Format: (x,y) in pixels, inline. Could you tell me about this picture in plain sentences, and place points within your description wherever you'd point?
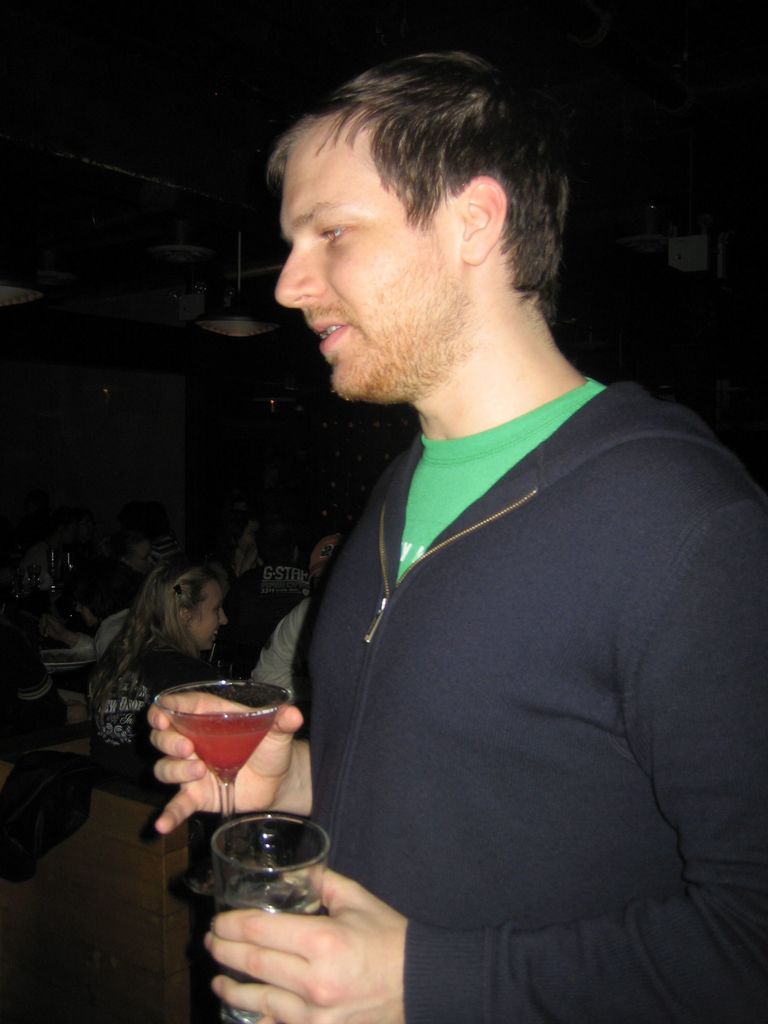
In this picture I can see a man (662,1003) standing and holding glasses (317,893). There are group of people (119,764) sitting, and in the background (256,318) there are some objects (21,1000).
